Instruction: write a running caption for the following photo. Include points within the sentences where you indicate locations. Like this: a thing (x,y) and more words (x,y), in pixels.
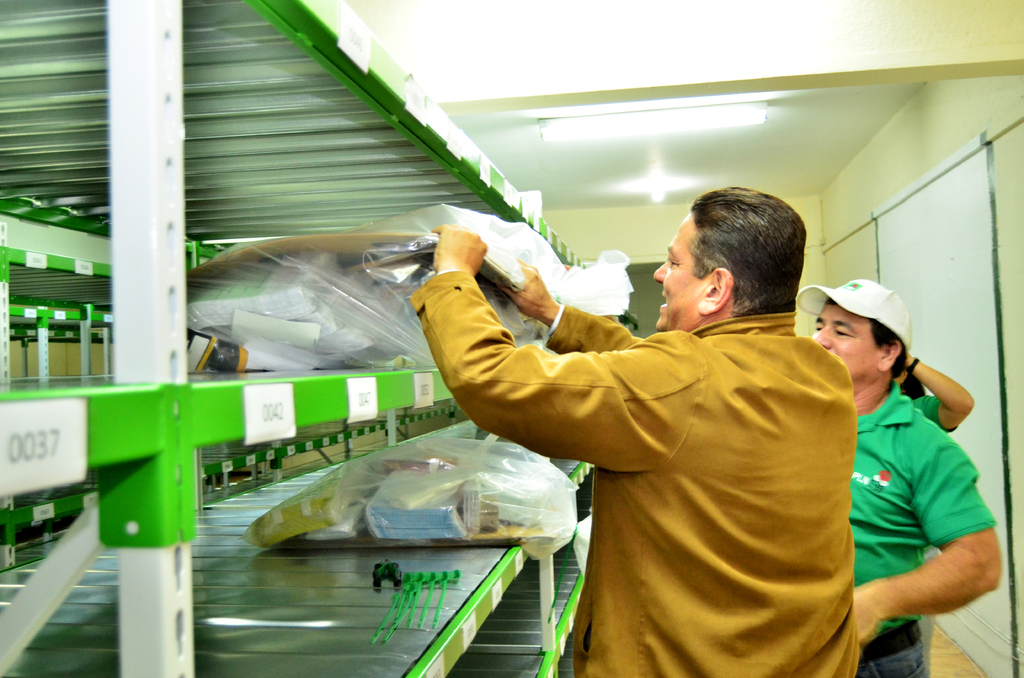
In the image there are persons (865,529) standing in front of rack (152,637) with things (245,308) inside covers (411,465) and there are lights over the ceiling (622,160), this is clicked inside a room (1008,52).
